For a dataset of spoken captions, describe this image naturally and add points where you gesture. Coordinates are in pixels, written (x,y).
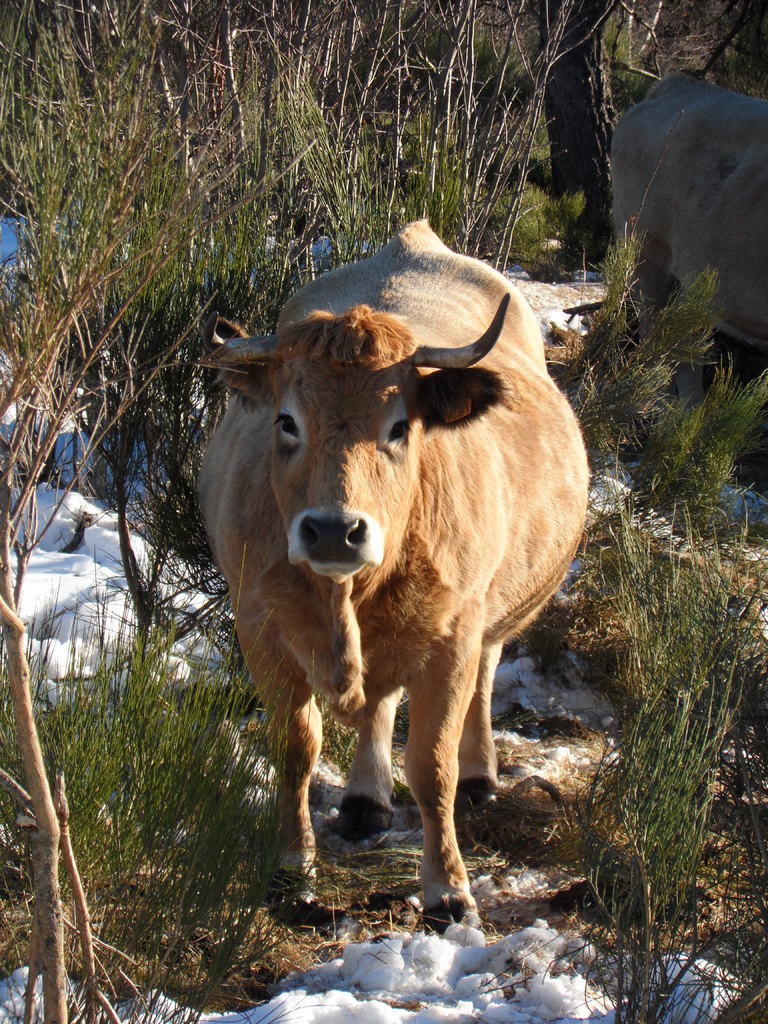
In this image, we can see animals (374,265) and trees (474,58) and there are plants (148,601). At the bottom (366,992), there is snow (376,943).
